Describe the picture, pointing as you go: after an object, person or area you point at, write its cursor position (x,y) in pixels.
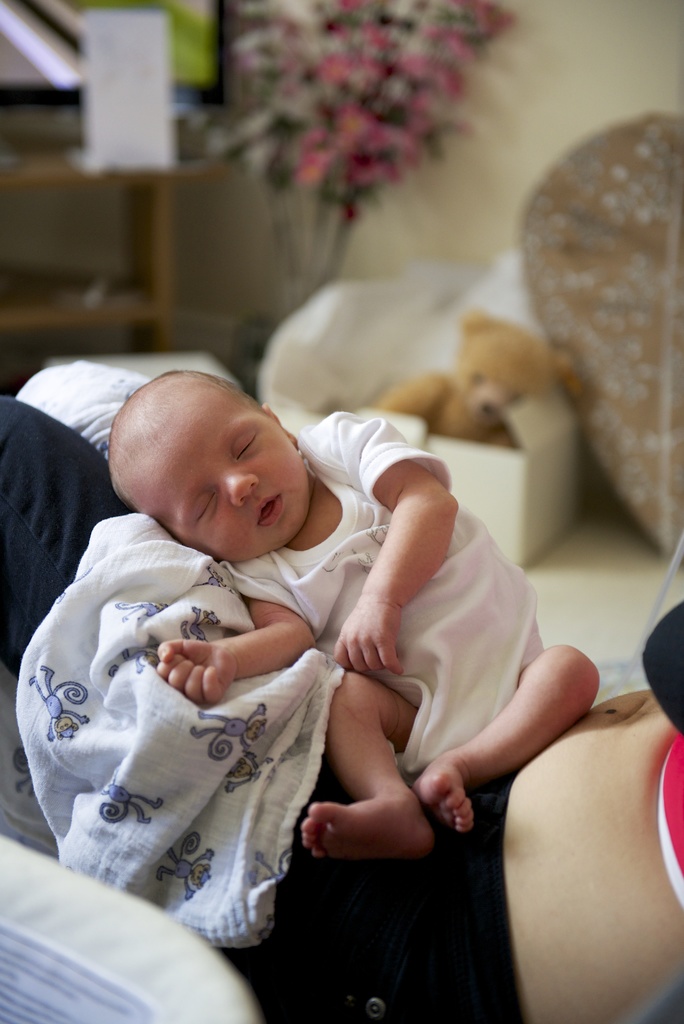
In this picture there is a small baby (382,710) sleeping on the mother laps (14,524) wearing black color track (479,854). Behind we can see the box (457,466) with brown color teddy bear (429,416) and some flower pot (345,188).
